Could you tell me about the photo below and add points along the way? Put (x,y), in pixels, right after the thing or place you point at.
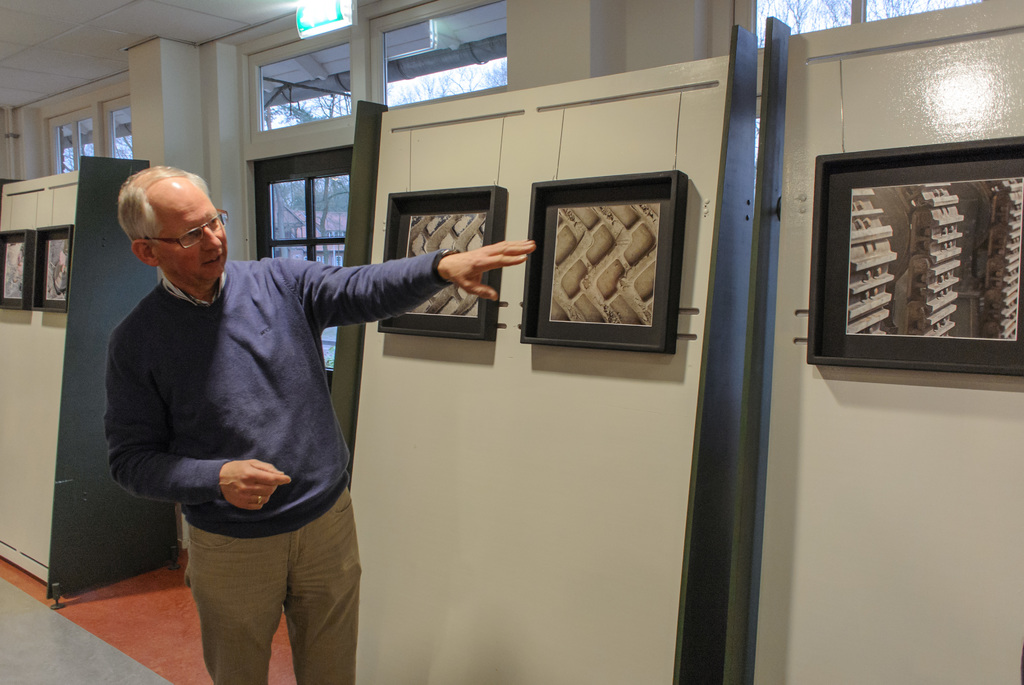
In this picture I can see a man (159,428) standing and I can see few photo frames (538,230) and I can see a glass door (316,246) and man (280,262) wore spectacles (172,239) and I can see trees (326,194) from the glass door (291,215).
